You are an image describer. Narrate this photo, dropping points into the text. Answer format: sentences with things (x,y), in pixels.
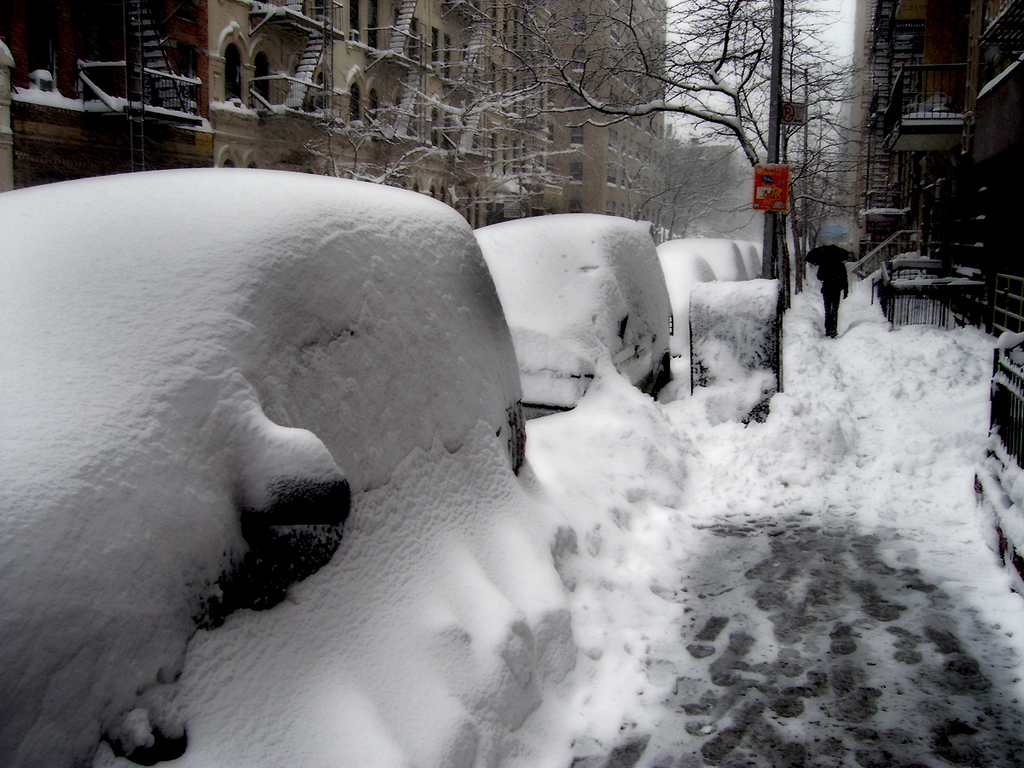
In this picture there is a person (830,292) walking and holding an umbrella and we can see snow (649,423), trees (701,112), boards (768,169) attached to a pole (778,142), buildings (160,129), railings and objects (686,319). In the background of the image (802,14) we can see the sky (805,57).
